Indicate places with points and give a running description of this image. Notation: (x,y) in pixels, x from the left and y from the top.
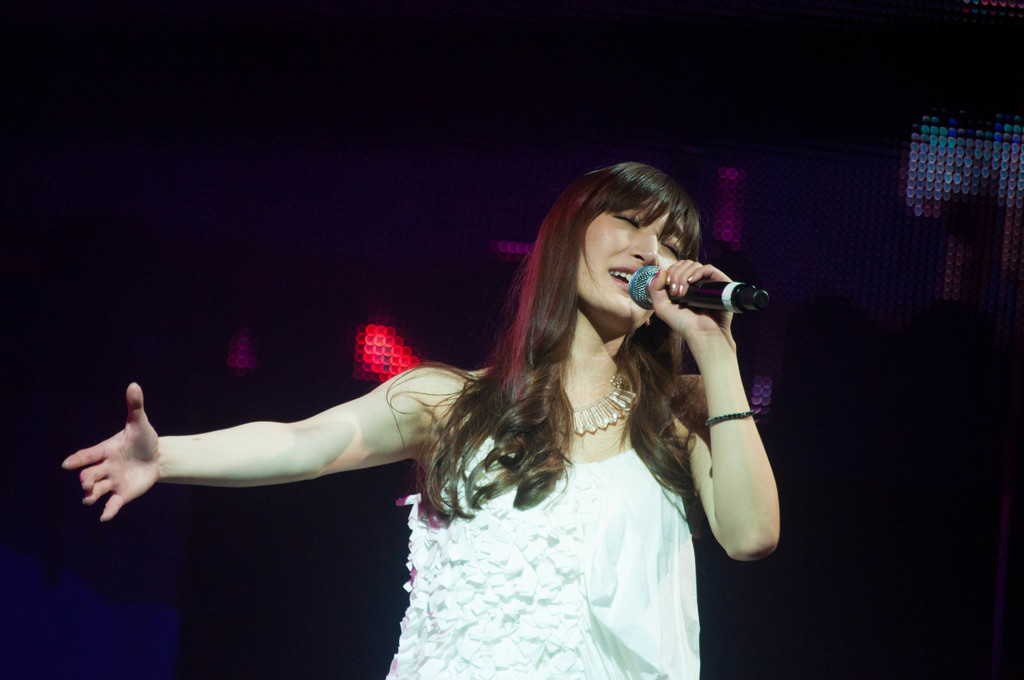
There is a woman (617,478). She is standing. She is wearing a white top (678,582), her hair (526,376) color is brown. She is holding a microphone (702,290). She is wearing a necklace (619,415). She is singing as her mouth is open. The background (371,65) is dark.
